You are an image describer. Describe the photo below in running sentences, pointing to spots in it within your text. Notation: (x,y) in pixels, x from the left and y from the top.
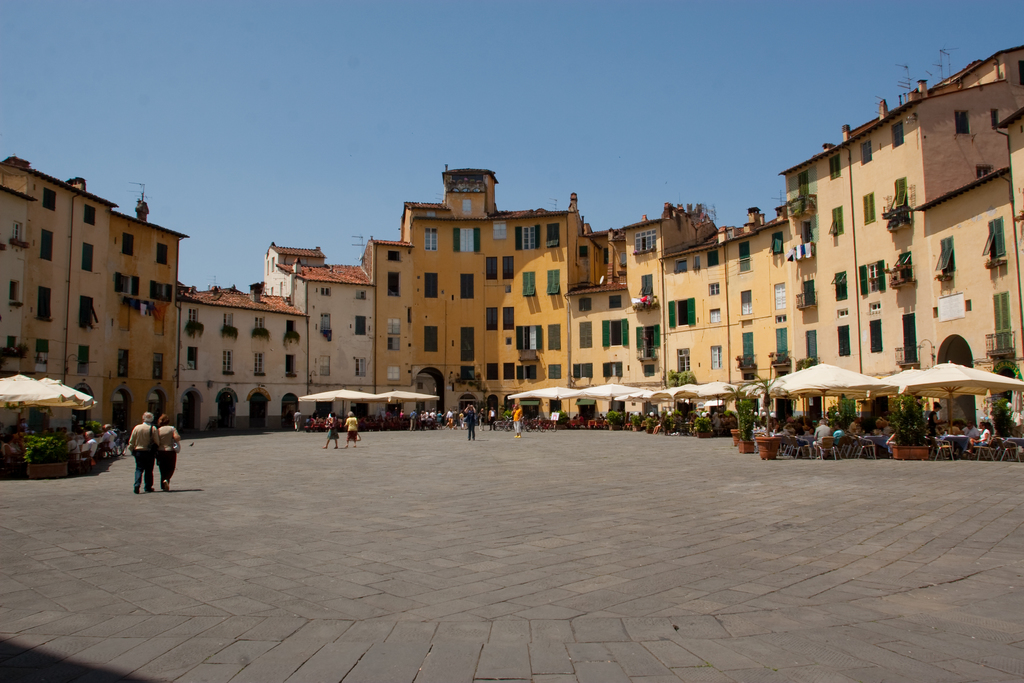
In this picture I can see group of people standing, there are group of people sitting on the chairs (852,458), there are plants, trees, umbrellas (678,393), houses (585,382), antennas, and in the background (562,107) there is sky (709,104).
